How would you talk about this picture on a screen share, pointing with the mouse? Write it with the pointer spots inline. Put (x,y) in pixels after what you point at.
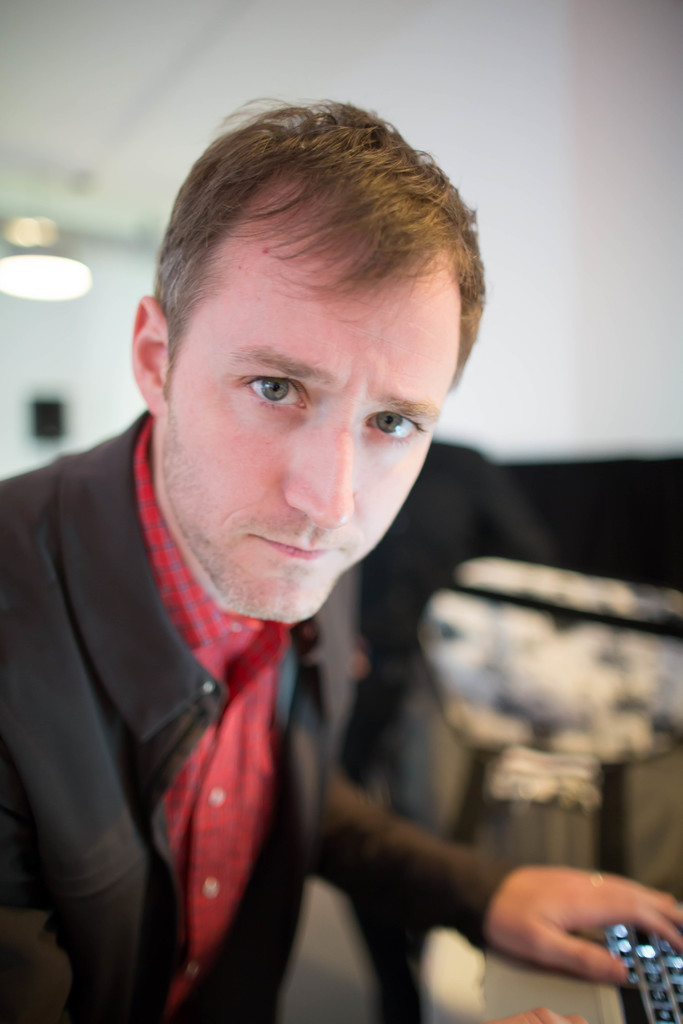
In this image we can see a man (287,464). He is wearing a shirt (250,751) and coat (285,895). It seems like an electrical device (627,938) in the right bottom of the image (585,987). In the background (476,508), we can see a person (449,563), wall (639,276) and light (48,259).
